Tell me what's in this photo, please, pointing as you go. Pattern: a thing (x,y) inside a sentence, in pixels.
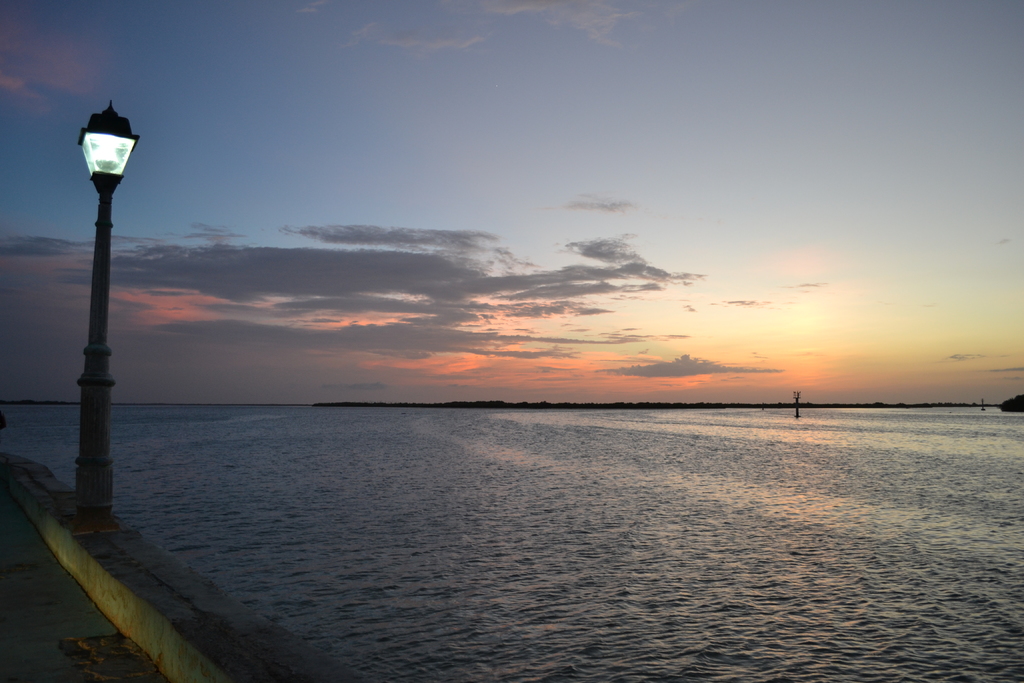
This image consists of water (434,483). On the left (100,375), we can see a pole (104,480) along with light (111,141). And we can see a road (62,631). In the background (477,245), there are clouds (474,254) in the sky (307,249).
